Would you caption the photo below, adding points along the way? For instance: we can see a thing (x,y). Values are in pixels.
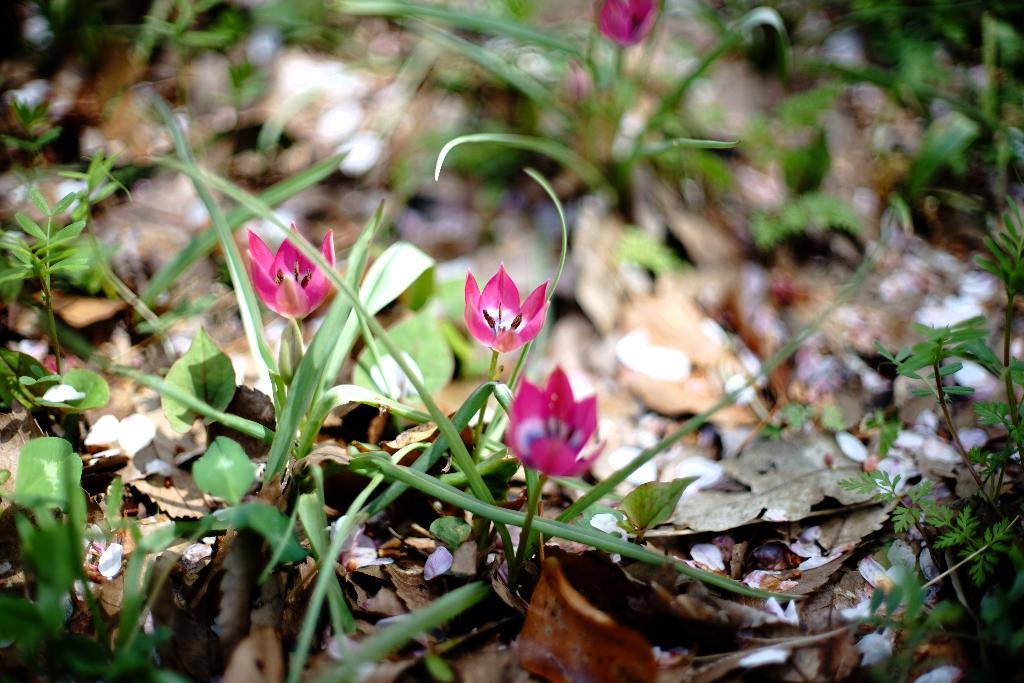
In this image there are few plants (344,314) having flowers (522,421). Few dried leaves (575,607) are on the land (703,539).
